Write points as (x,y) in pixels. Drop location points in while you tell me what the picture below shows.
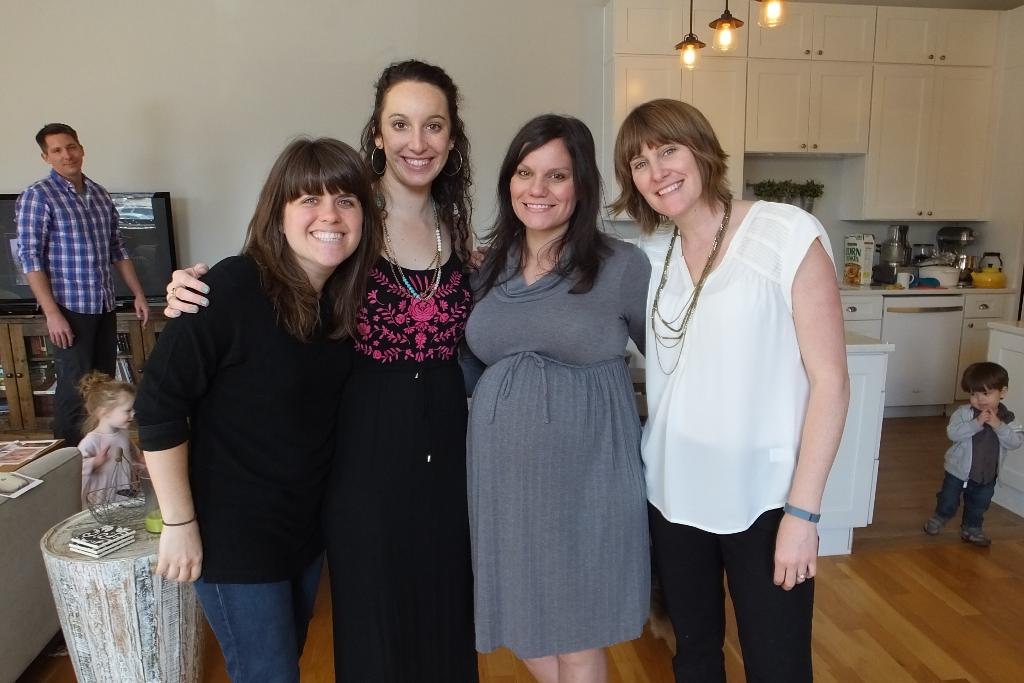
In the picture we can see group of women (481,475) standing together and posing for a photograph and in the background of the picture (103,344) there is a man (103,214) and two kids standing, there is a television (2,274), some cupboards (867,52), we can see some utensils (904,257) which are on the surface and there is a wall (178,246).
